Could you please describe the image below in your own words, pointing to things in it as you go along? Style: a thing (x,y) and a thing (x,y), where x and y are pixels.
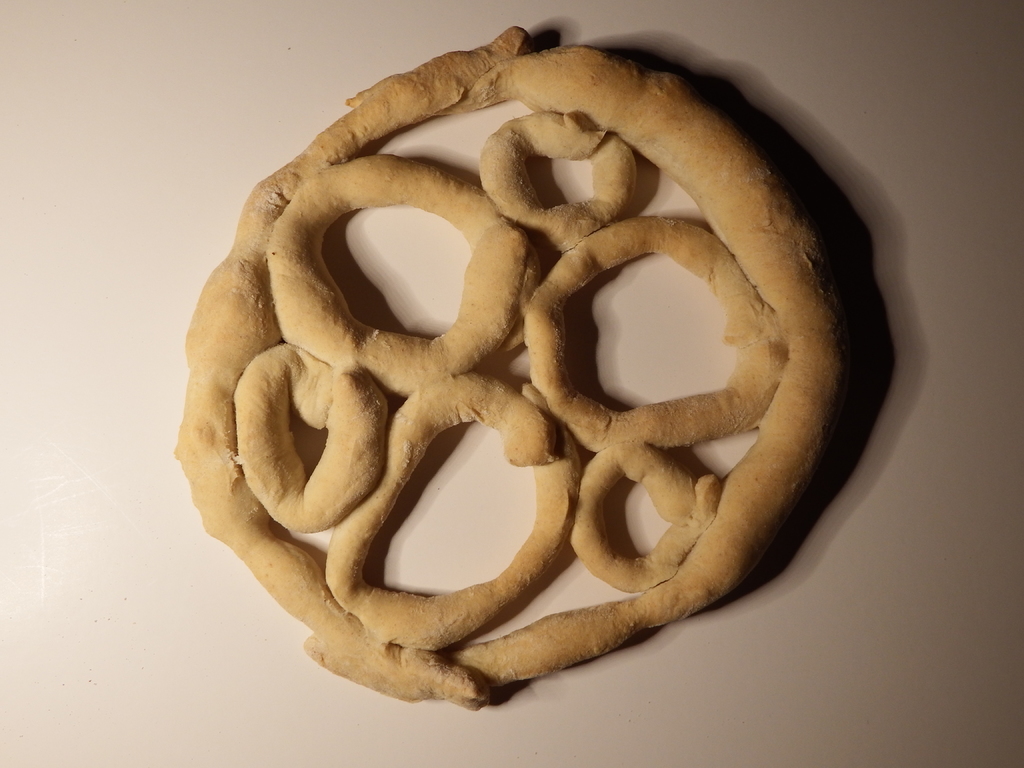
In this image there is food (399,623) on the surface (106,358).
